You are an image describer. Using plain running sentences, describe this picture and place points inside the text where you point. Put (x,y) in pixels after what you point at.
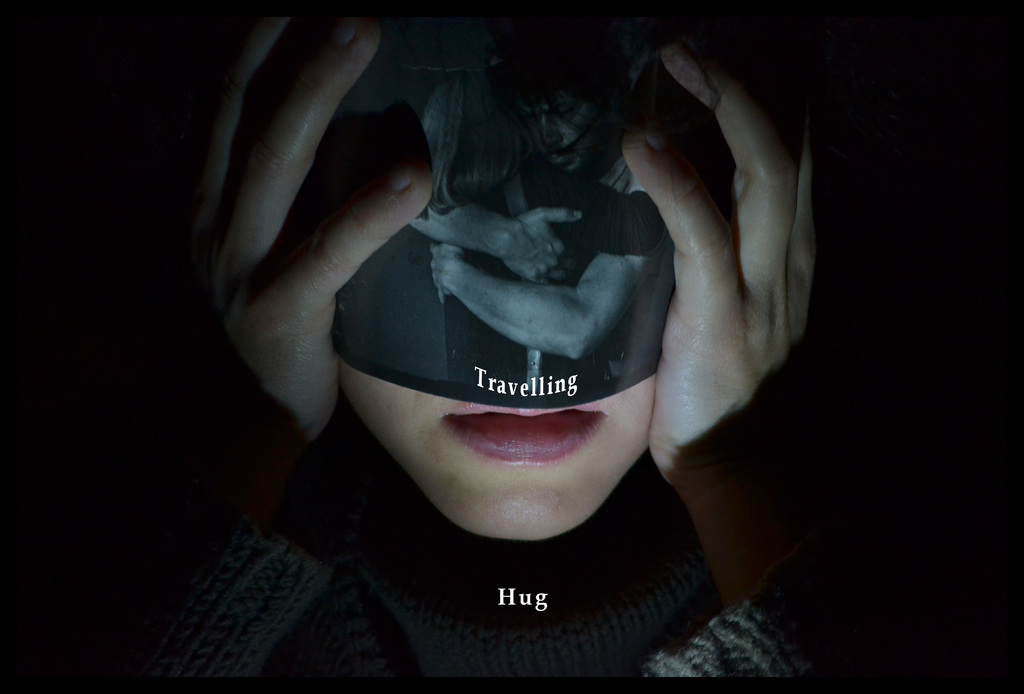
In this image there is a woman (595,602), she is wearing an object (535,165), there is text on the object (488,371), there is text (533,608) towards the bottom of the image (543,595), the background of the image (109,125) is dark.
